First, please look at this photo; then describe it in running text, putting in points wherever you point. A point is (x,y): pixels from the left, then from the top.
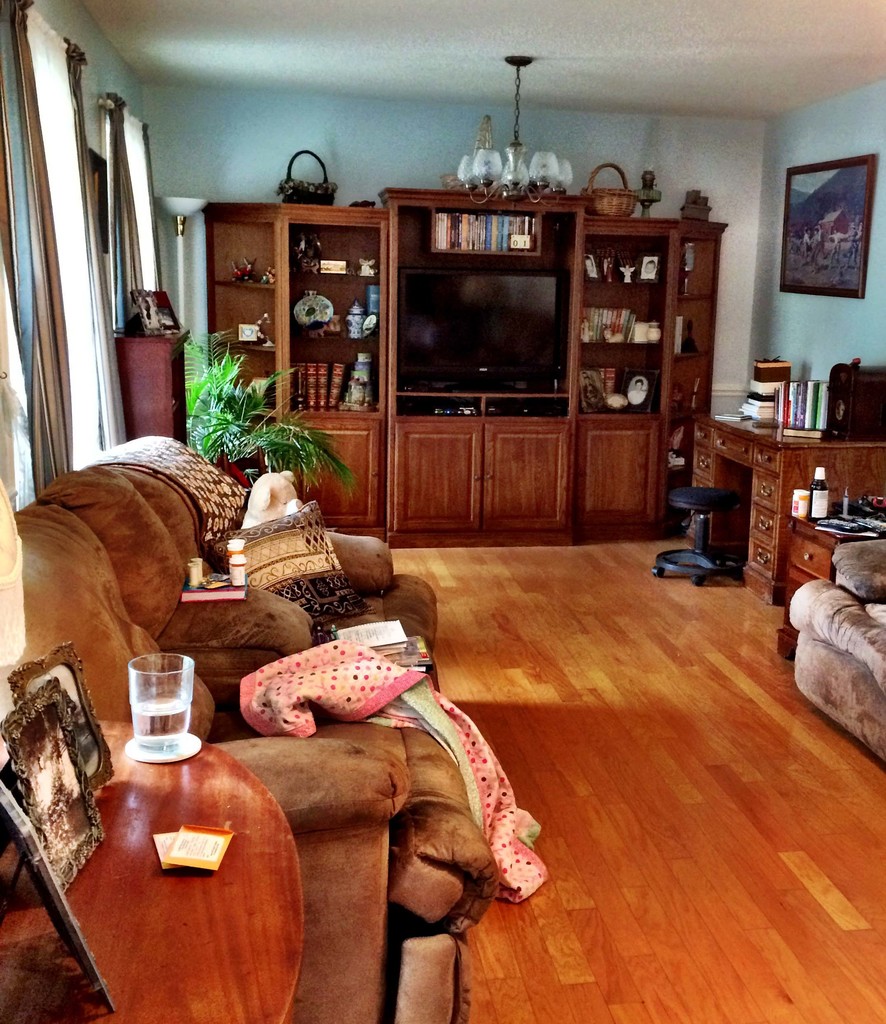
As we can see in the image there is a light blue color wall (364,107), rack (506,218), lights (505,192), baskets (297,190), table (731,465), sofa (338,855), pillows (296,562) and on table (155,871) there are photo frames (68,806) and a glass (144,691).
